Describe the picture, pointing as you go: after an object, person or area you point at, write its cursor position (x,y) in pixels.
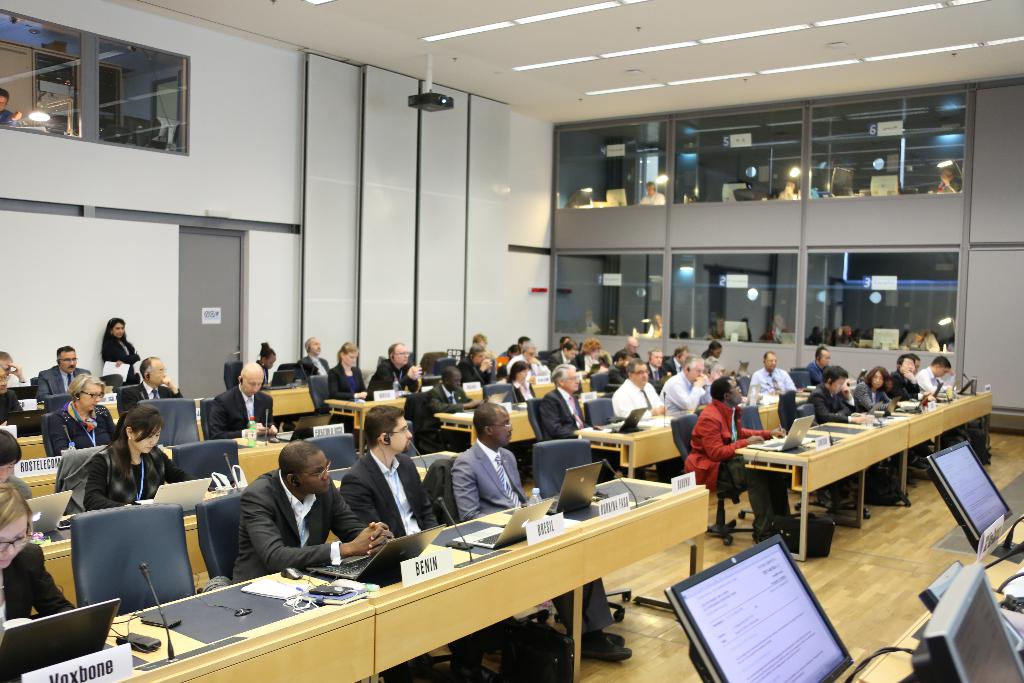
In this picture we can see persons (909,370) sitting on chairs (184,584) in front of a table (295,641) and on the table (254,629) we can see name boards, mikes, laptops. This is a door (226,311). These are windows (781,182) and light (31,116). This is a projector (449,102). This is a floor (854,588). We can see few screens (982,504) here. We can see one woman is standing holding a paper (126,369) in her hand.
